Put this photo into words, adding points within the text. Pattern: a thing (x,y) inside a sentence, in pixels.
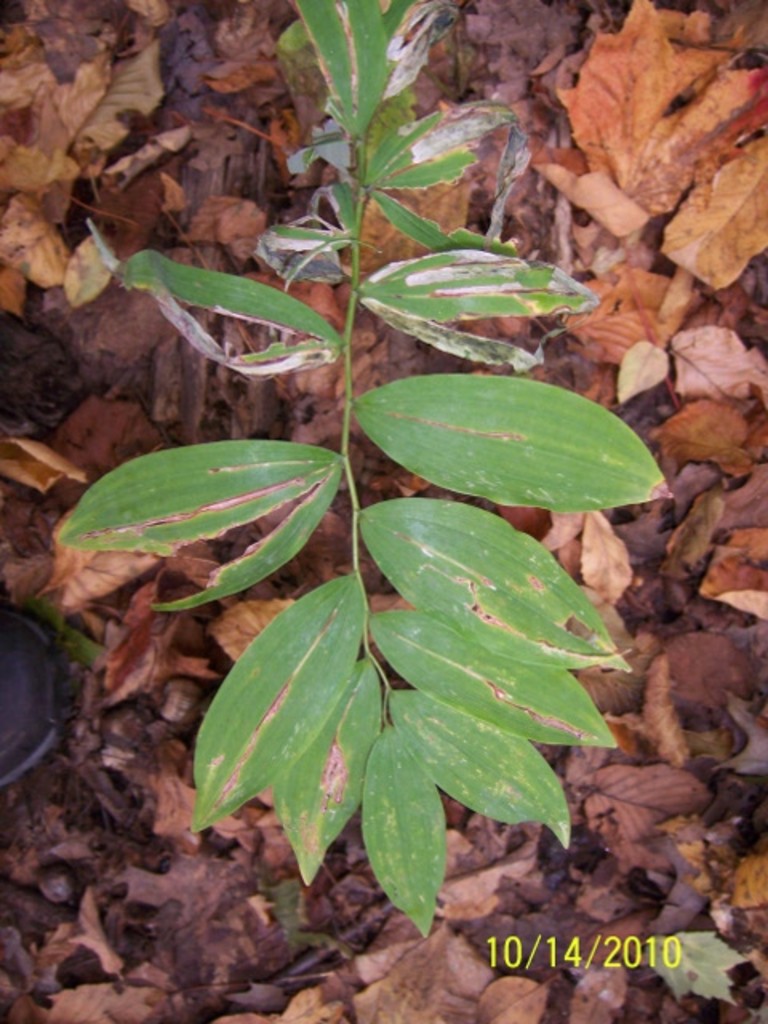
In this image in the foreground (336,616) there is a leaf (325,605), and in the background (360,438) there are some dry leaves (475,881).
